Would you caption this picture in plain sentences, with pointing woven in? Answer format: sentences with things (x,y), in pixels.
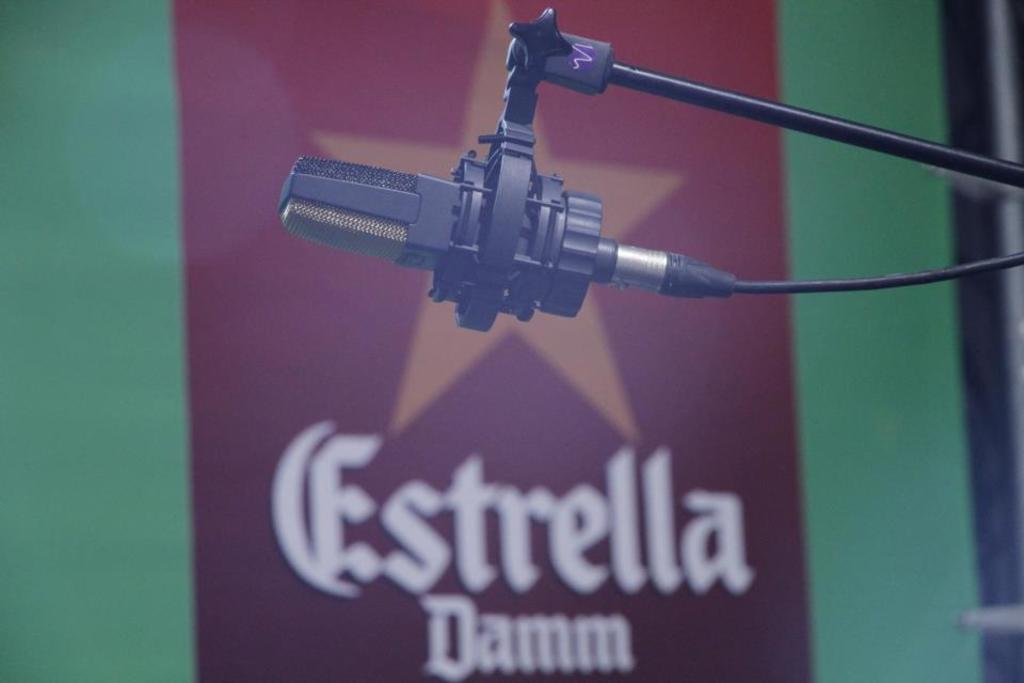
In this image we can see the mike (408,252). In the background (411,398) we can see the banner (513,513) with text (574,508) and also the star (520,327). There is also the green color wall (131,388).
